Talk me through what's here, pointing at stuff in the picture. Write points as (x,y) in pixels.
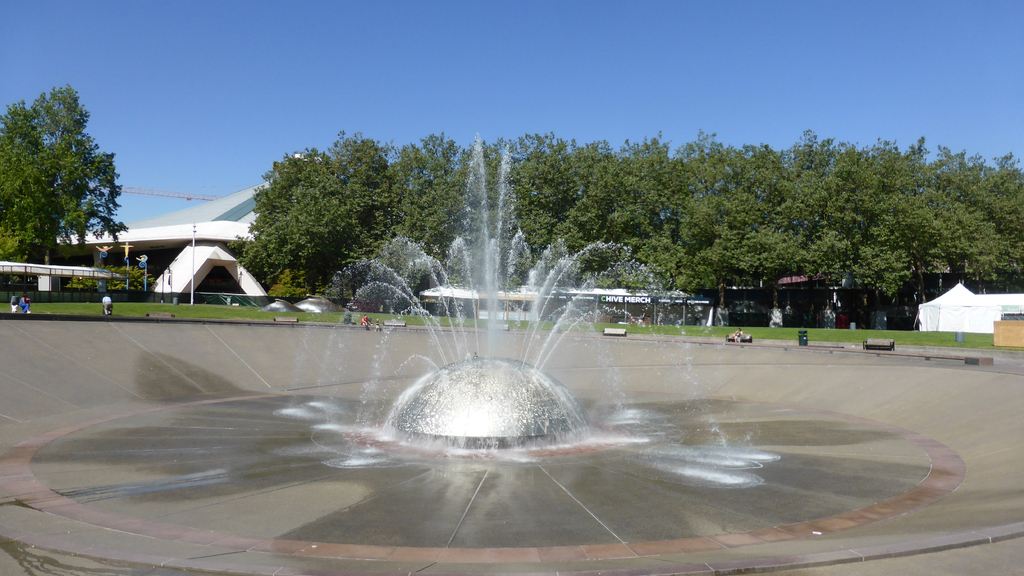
In this picture I can see there is a fountain (506,422) here and I can see there are few people (14,304) sitting here in the benches (883,345) and in the backdrop (233,293) there is a building (234,215) and there are trees (431,204) and the sky (180,71) is clear.
